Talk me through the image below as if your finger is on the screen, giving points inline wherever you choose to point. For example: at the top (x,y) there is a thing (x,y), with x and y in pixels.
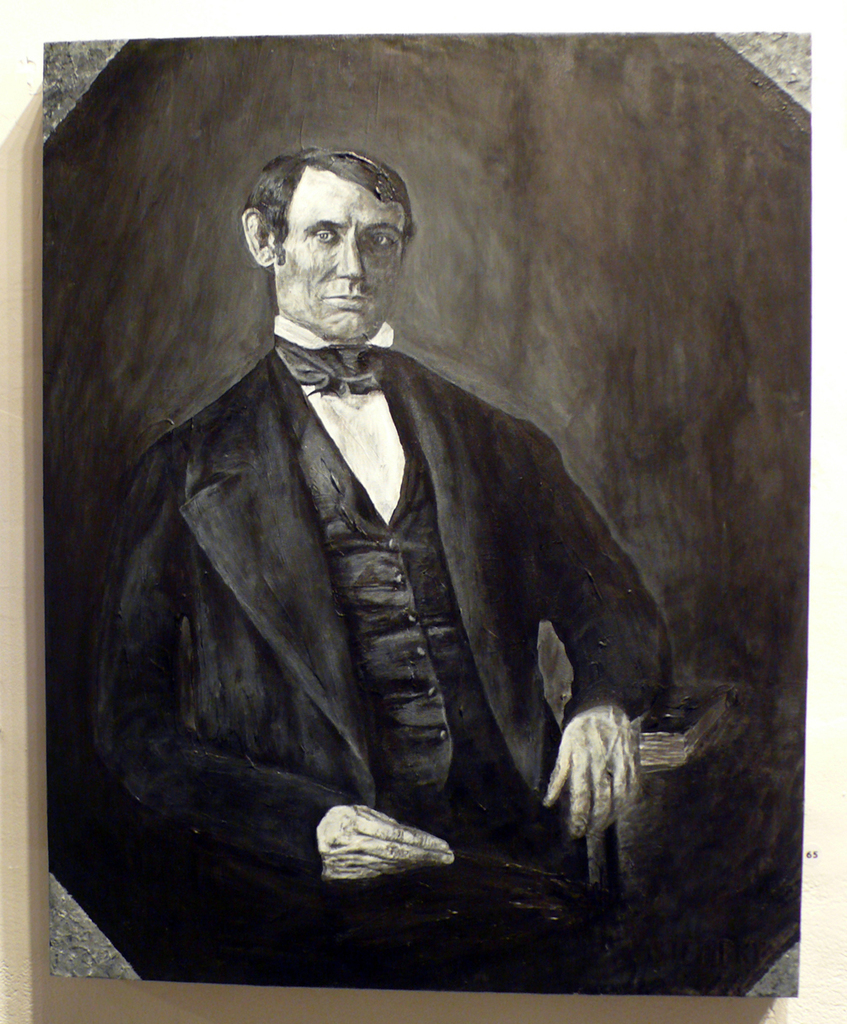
In this image there is a depiction of a person (322,349). Behind him there is a wall (279,87).
